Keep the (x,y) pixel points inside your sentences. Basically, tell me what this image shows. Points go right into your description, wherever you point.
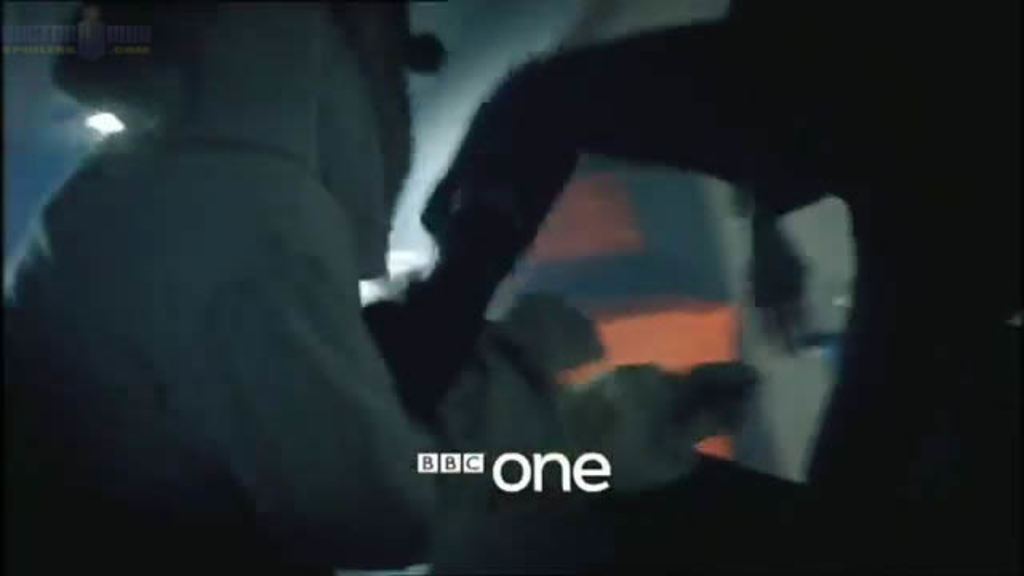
In this picture there is a person (248,316) wearing white dress (228,325) and there is an object (619,136) in front of him and there is something written below it and there is a water mark (102,43) in the left top corner (91,43).
